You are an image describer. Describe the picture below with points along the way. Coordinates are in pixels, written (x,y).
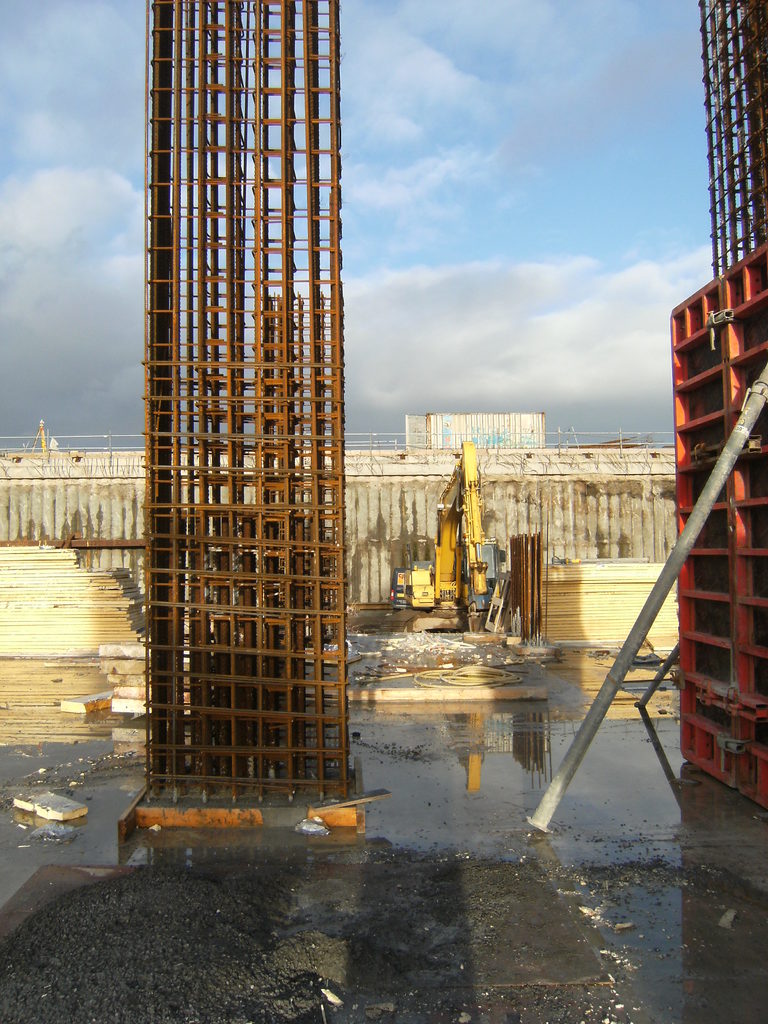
In this image I see an iron pillar (196,706) and water (35,765) over here. In the background (15,428) a vehicle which is of yellow in color, a fence (5,436) and the sky (615,417).
